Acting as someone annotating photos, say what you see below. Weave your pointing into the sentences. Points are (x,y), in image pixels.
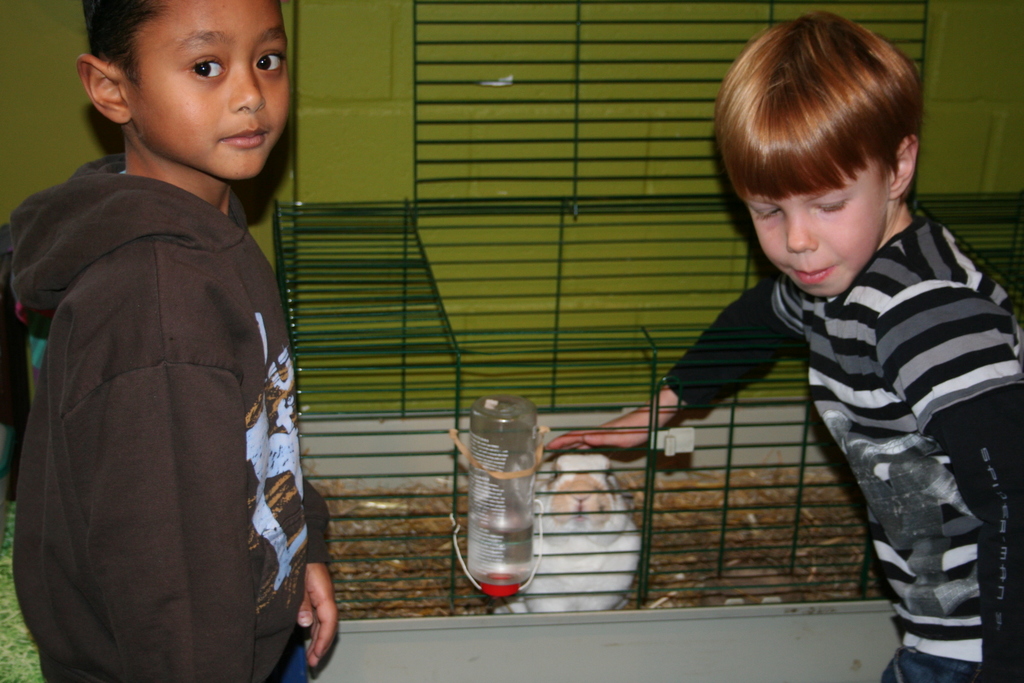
In this image, we can see two people (723,351) and one of them is wearing a sweater (184,326) and in the background (359,319), there is a cage (479,342) and we can see an animal (602,484) and a bottle (488,445) and there is a wall (410,82).
